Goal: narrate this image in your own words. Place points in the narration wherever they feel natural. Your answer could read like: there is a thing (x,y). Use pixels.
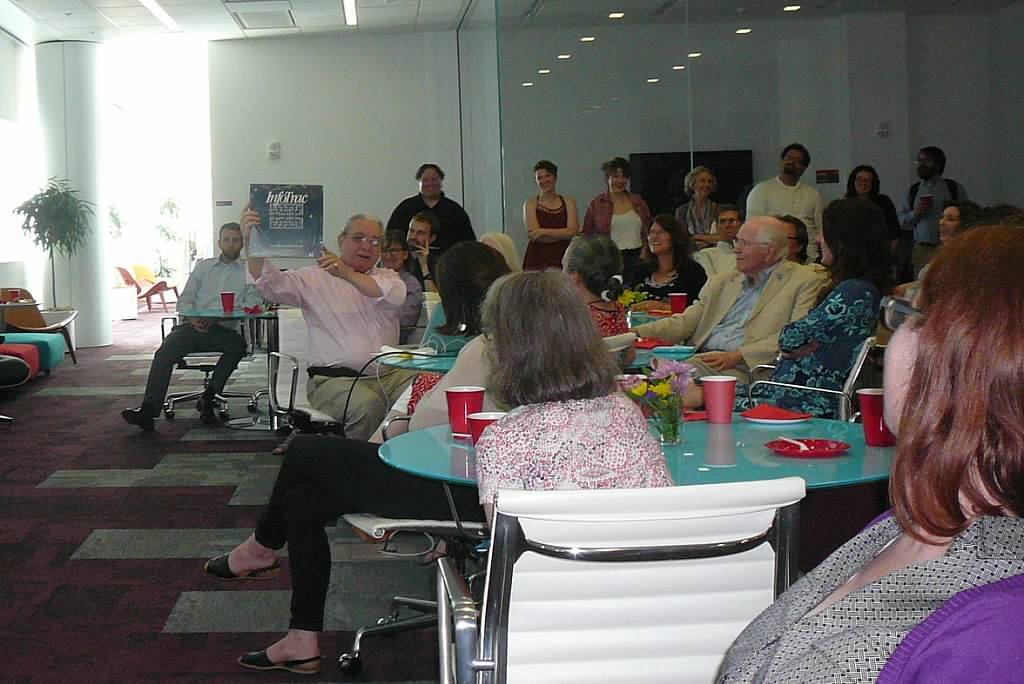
Most of the persons (325,545) are sitting on a chair (770,498). In-front of them there is a table (817,481), on a table (817,481) there is a plate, cups (729,386) and flowers (676,387). This man (337,279) is holding a poster (310,229). Far there is a plant (49,203). Far these persons (455,215) are standing.
